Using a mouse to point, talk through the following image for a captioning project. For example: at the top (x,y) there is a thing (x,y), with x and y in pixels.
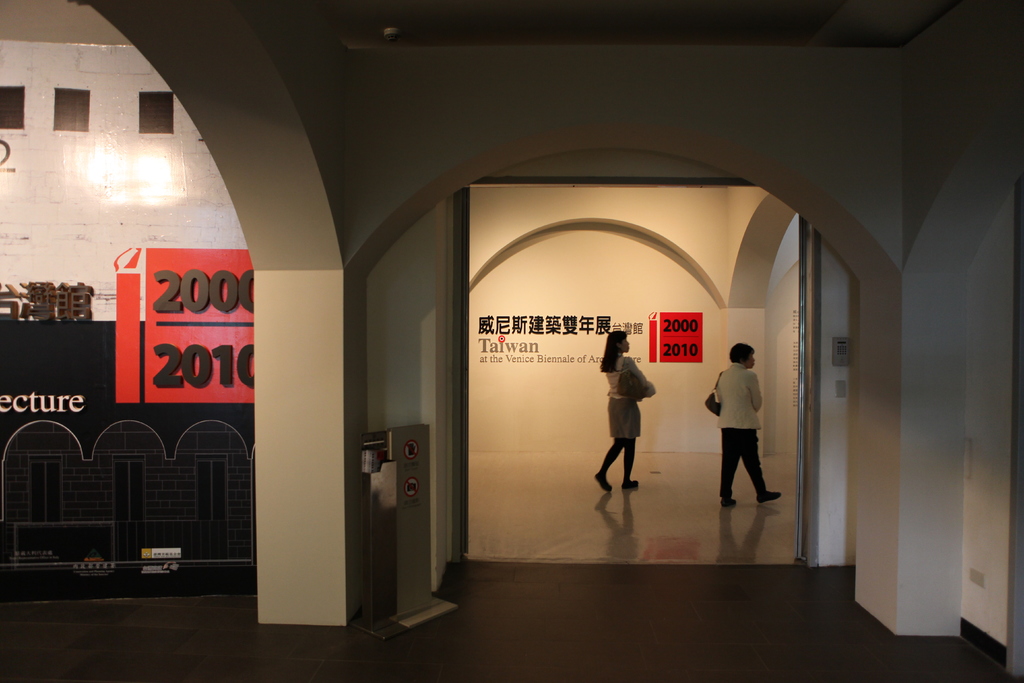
As we can see in the image there is a wall (143,28), banner (43,266), dustbin (424,515) and two people (631,421) walking over here.
